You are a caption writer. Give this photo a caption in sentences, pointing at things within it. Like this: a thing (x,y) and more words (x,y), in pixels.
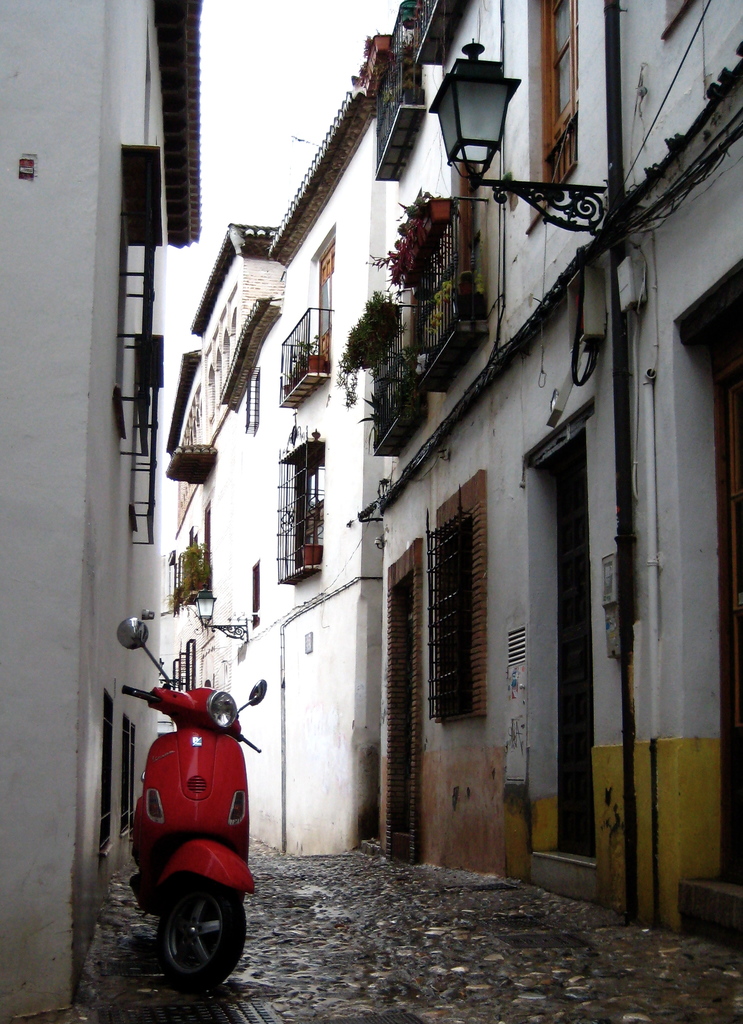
In this picture I can observe red color bike (219,858) parked in this path (174,977) on the left side (191,860). There are some buildings (148,473) on either sides of this path (336,895). In the background (249,192) there is sky (245,146).
